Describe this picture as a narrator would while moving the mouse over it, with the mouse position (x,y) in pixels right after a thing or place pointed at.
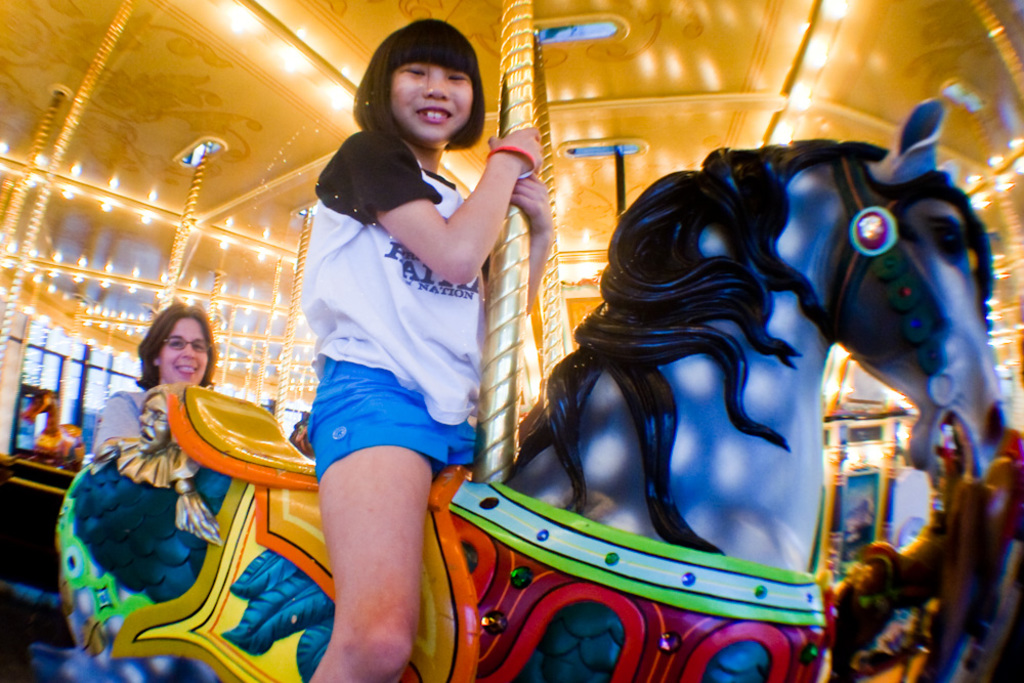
In this image I can see two people (404,381) among them, a girl (332,419) is sitting on a object (460,471) and smiling.
